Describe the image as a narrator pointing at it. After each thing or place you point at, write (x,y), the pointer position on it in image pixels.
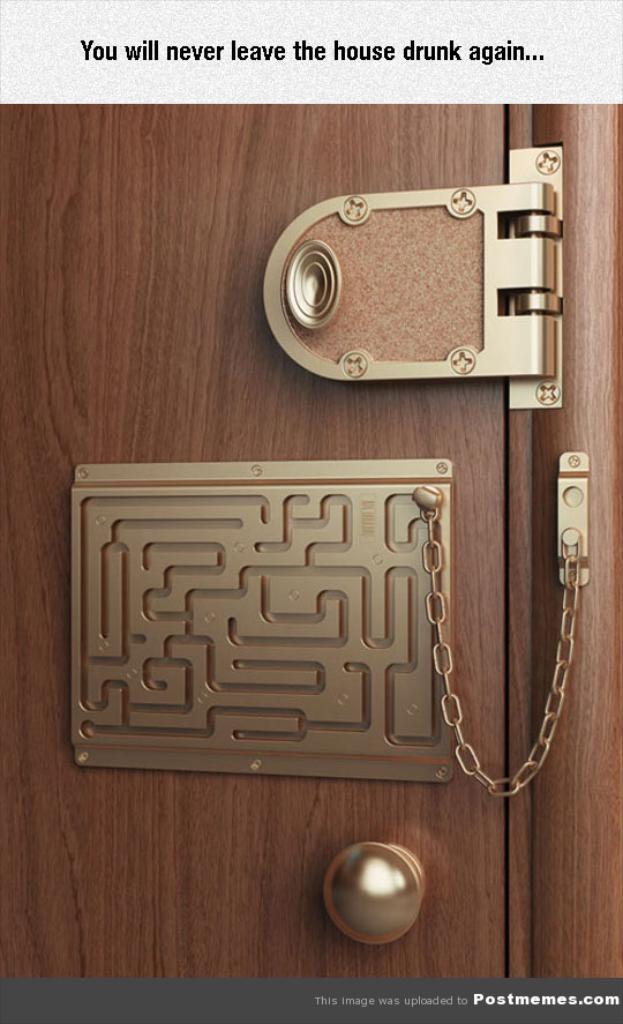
In this picture we can see a wooden object (230,357), door handle (383,892), chain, some objects (282,697) and some text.
